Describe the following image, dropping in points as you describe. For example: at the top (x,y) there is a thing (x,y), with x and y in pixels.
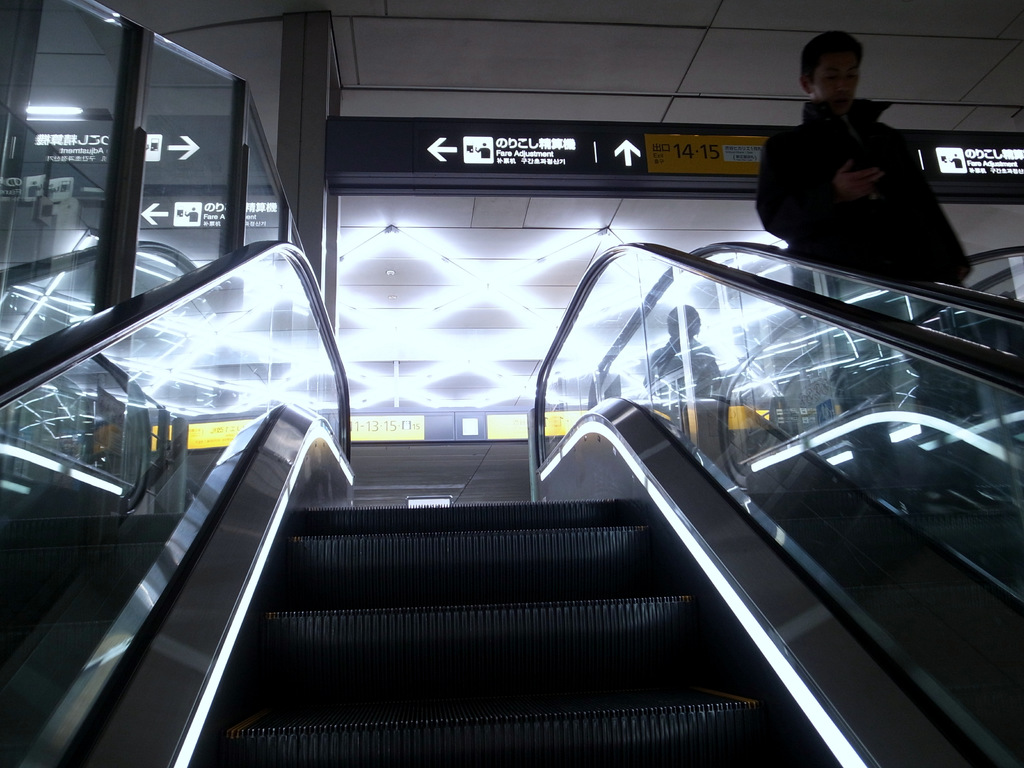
In this image there are two people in which one of them is on one of the escalators (55,530), there are boards (431,413) hanging from the roof (449,222) with some text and symbols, there are few lights (459,290) to the roof (460,229).
